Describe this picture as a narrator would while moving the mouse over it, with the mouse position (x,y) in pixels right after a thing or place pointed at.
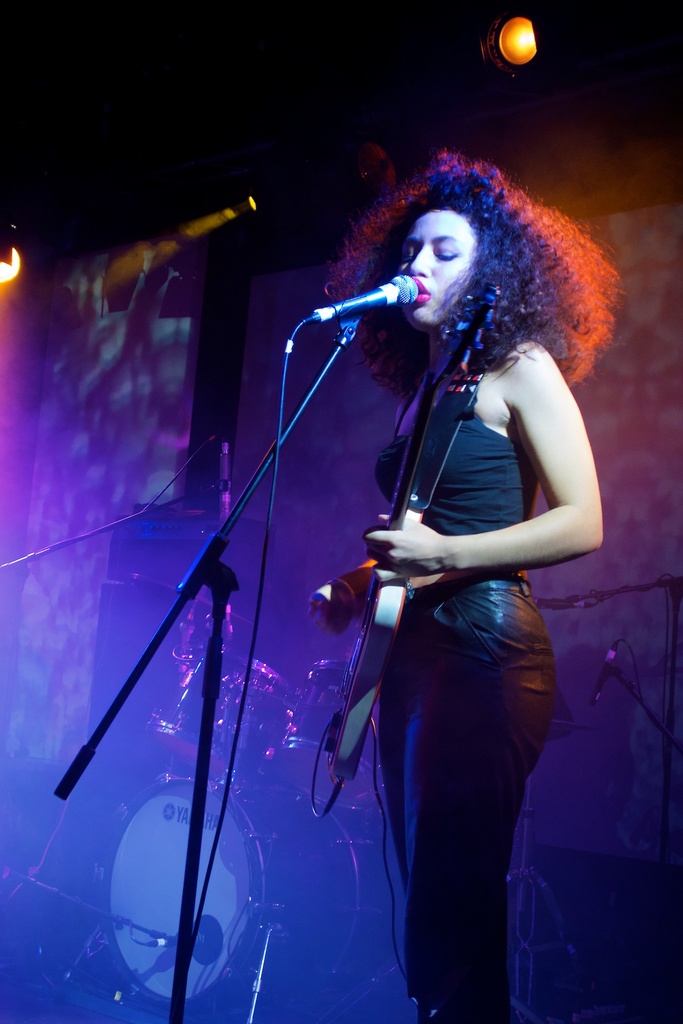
This is a light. Here we can see one woman (393,205) standing in front of a mike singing and playing guitar (351,761). These are drums (226,936).
